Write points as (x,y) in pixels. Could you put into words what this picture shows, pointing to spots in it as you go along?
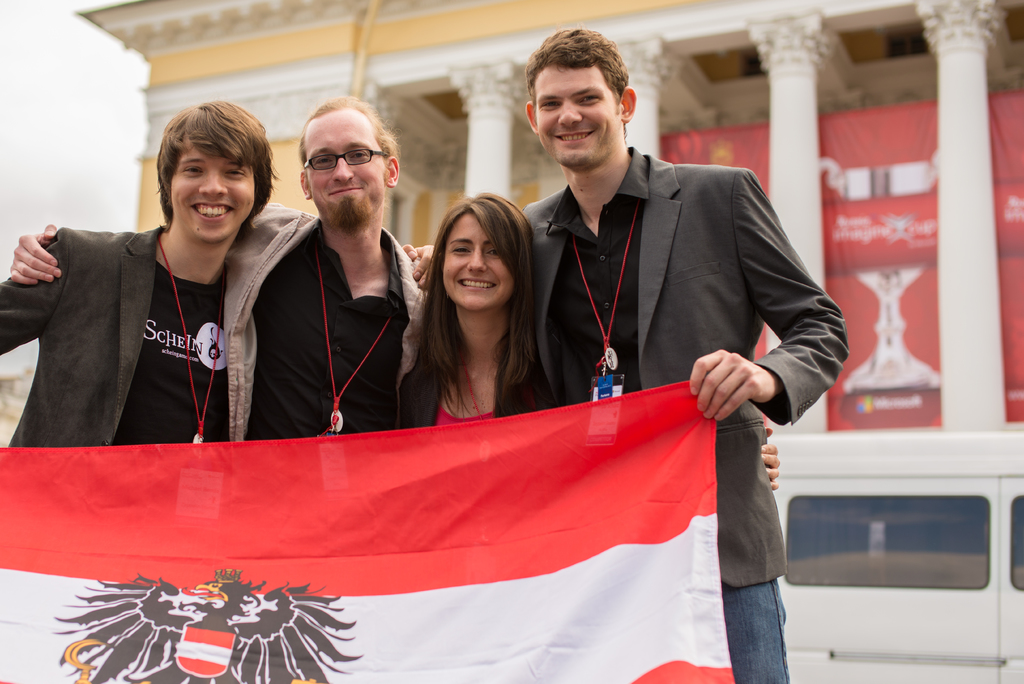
In this image in the front (264,505) there is a flag (350,556). In the center (483,323) there are persons (372,304) standing and smiling and there is a man (678,326) standing and holding a flag (682,429) and smiling. In the background (452,37) there is a building (662,66) and in the building (805,222) there is a banner (873,267) with some text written on it and in front of the building (899,389) there is a vehicle (925,541).
